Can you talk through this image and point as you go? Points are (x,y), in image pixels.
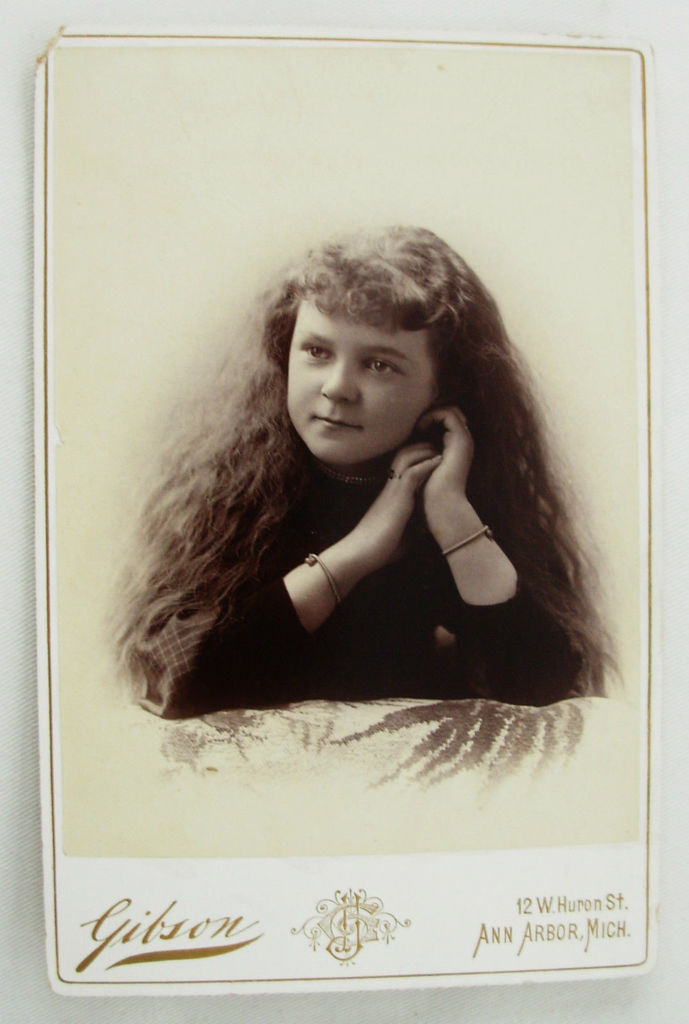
In this picture we can see a photograph of the small girl (432,584) in the front (349,594) and giving a pose to the camera. On the front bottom side we can see "Gibson" is written.
